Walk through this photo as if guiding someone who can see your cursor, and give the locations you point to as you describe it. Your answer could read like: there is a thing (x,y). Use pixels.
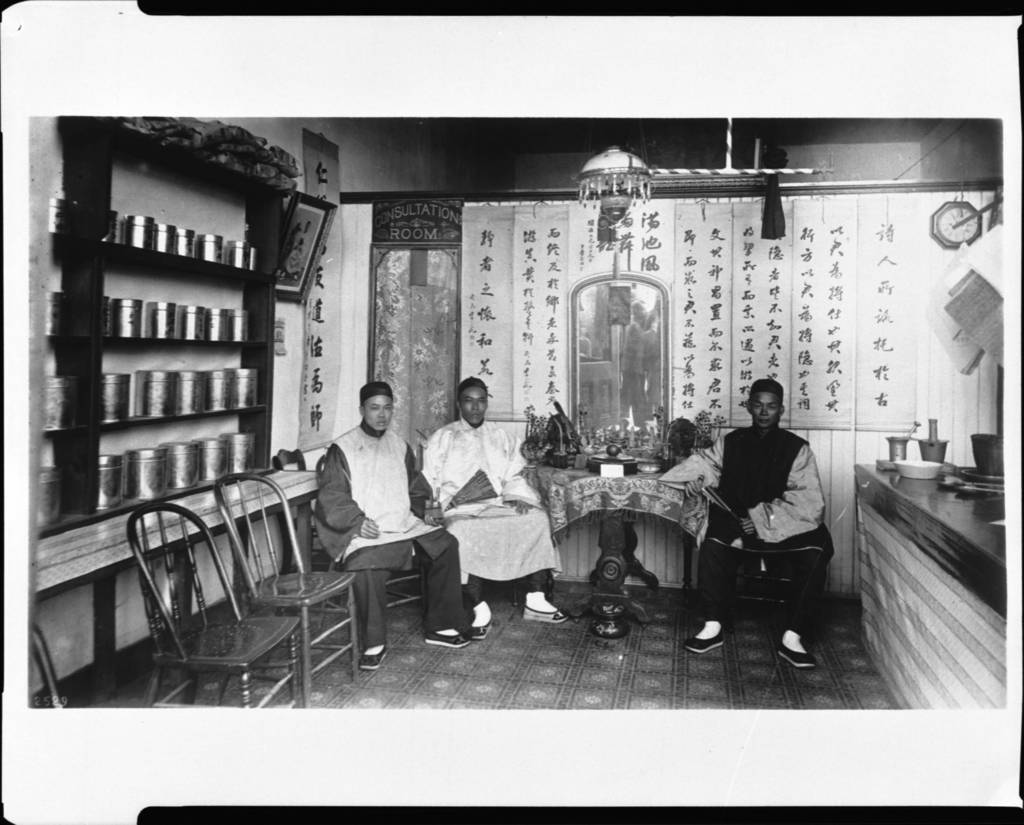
In this image in the center (383,526) there are three persons (435,493) who are sitting on a chair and in the center (631,499) there is one table (625,493) and on the top (778,269) there is a wall (621,267) and one chandelier (608,211) is there and on the left side (94,358) there are some vessels (155,320) in the cupboard (131,354) and on the right side (906,512) there is one table (933,478) on the table (933,478) there are some vessels (924,451) and on the top of the right corner (949,217) there is one clock (944,230).
